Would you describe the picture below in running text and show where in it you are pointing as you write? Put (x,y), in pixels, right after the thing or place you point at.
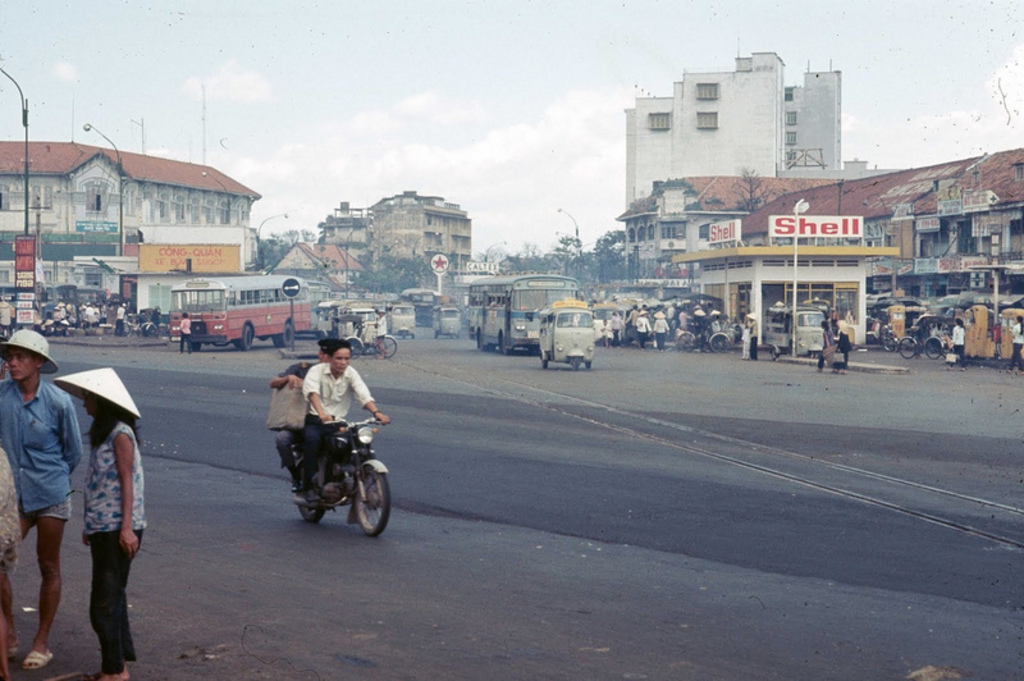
In this picture we can see two persons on the bike (375,487). This is road (639,596). And these are the vehicles (815,331) on the road (731,360). In the background (942,242) we can see some buildings (464,222). This is sky (537,124). There is a pole (3,72), and these are the two persons (115,563) standing on the road (91,634).
